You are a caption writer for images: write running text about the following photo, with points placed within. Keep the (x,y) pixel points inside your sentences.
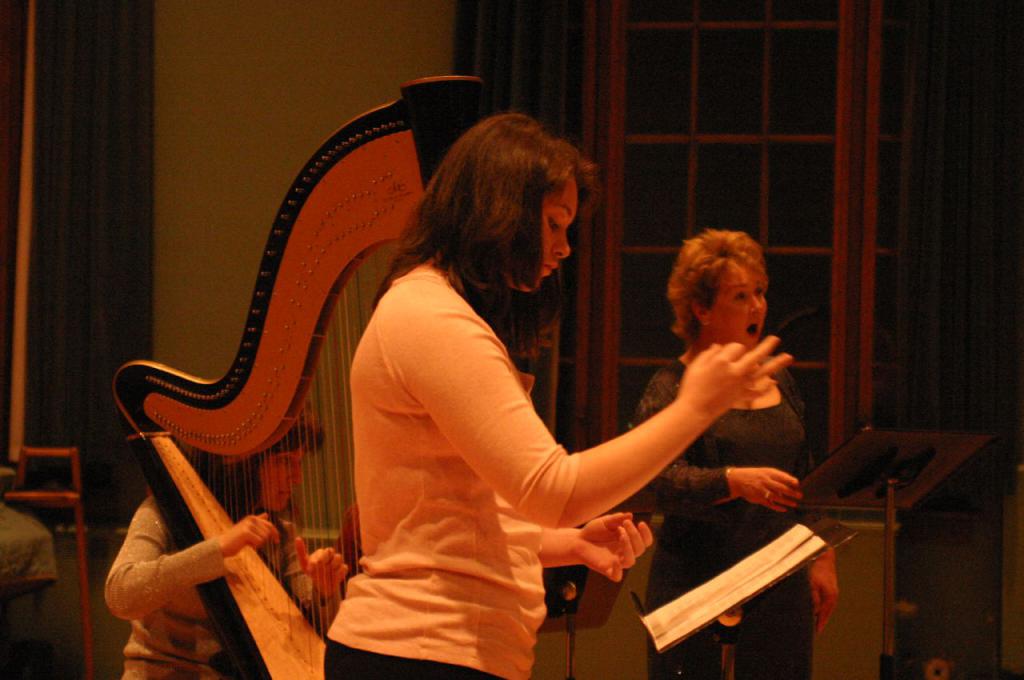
In the image there is a woman (553,449) standing in the foreground (622,454), there is a music stand (727,570) in front of her and on the music stand (730,581) there are some music notations (798,552), behind the woman (548,437) there are two other people (742,308) and one of them is holding a music instrument (235,431). In the background (678,146) there are windows (661,80) and on the left side (260,56) there is a wall (242,49).
